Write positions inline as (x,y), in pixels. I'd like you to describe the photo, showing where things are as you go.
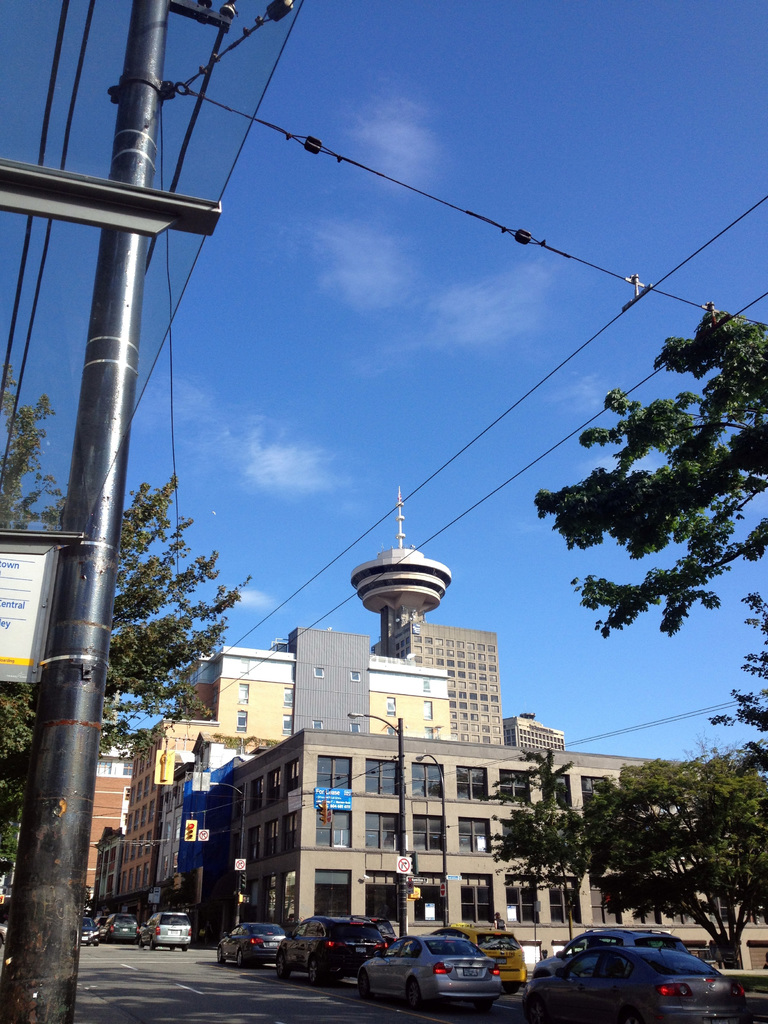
This picture is clicked outside. On the left (114,434) we can see a pole (154,58) and a board (51,584) attached to the pole (61,611). On the right (644,801) we can see the buildings (347,869), trees (671,799), group of vehicles (407,999) running on the road (120,947). In the background (276,265) there is a sky (430,362), cables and trees (706,784).
